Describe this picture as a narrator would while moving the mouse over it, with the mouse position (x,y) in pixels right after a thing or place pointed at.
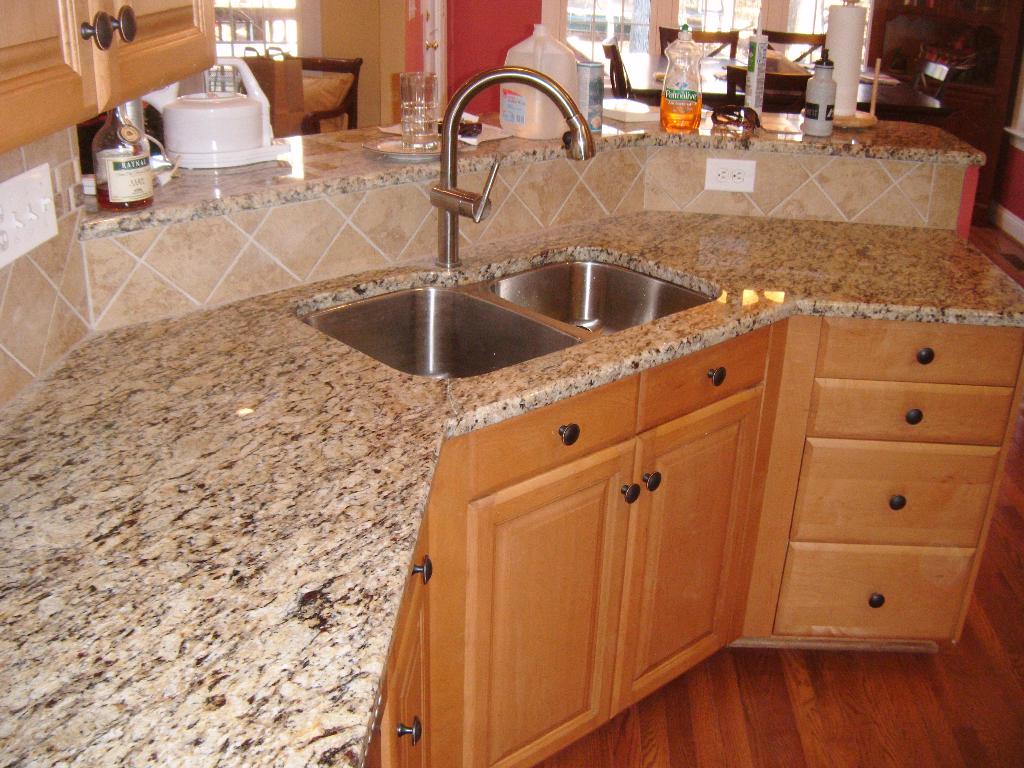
In this image we can see counter (228,398), sink (461,340), cupboard (118,59), bottles (136,187), drawers (869,424) and glasses (408,96). Behind some chairs (343,84) are there and window (575,21) is present.
